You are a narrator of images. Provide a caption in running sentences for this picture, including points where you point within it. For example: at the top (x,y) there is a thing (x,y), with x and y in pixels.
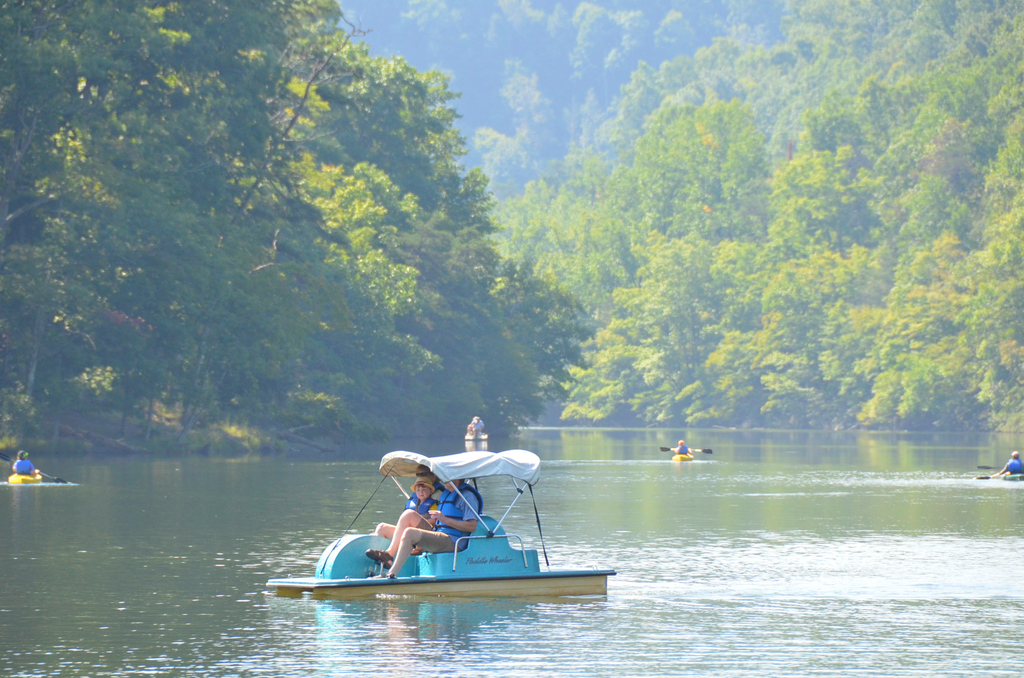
In this picture I can see few people (430,522) are sitting in a boat (365,577), in the background (894,479) few persons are rowing the boats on the water (694,581). At the top (544,92) there are trees (985,88).
